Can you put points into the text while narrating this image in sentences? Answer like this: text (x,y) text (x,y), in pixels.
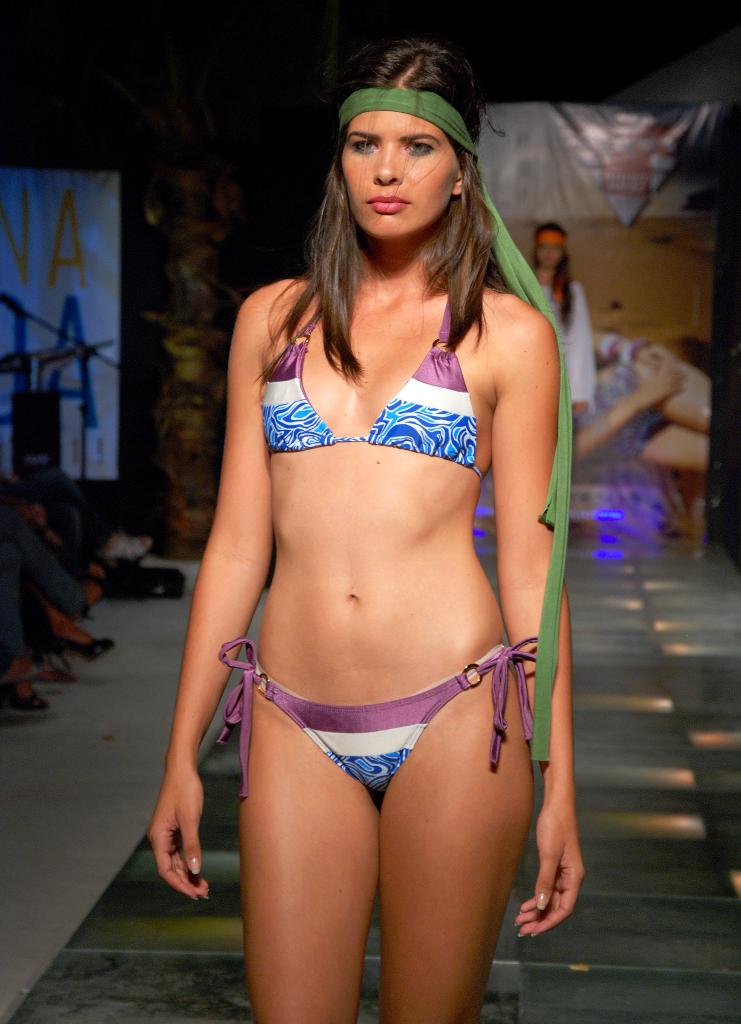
In this image I can see a woman (477,660) wearing blue, white and pink colored dress (496,705) is standing. I can see few persons (60,581) sitting, a person (565,246) standing behind her, few banners (107,255) and the dark background (80,142).
